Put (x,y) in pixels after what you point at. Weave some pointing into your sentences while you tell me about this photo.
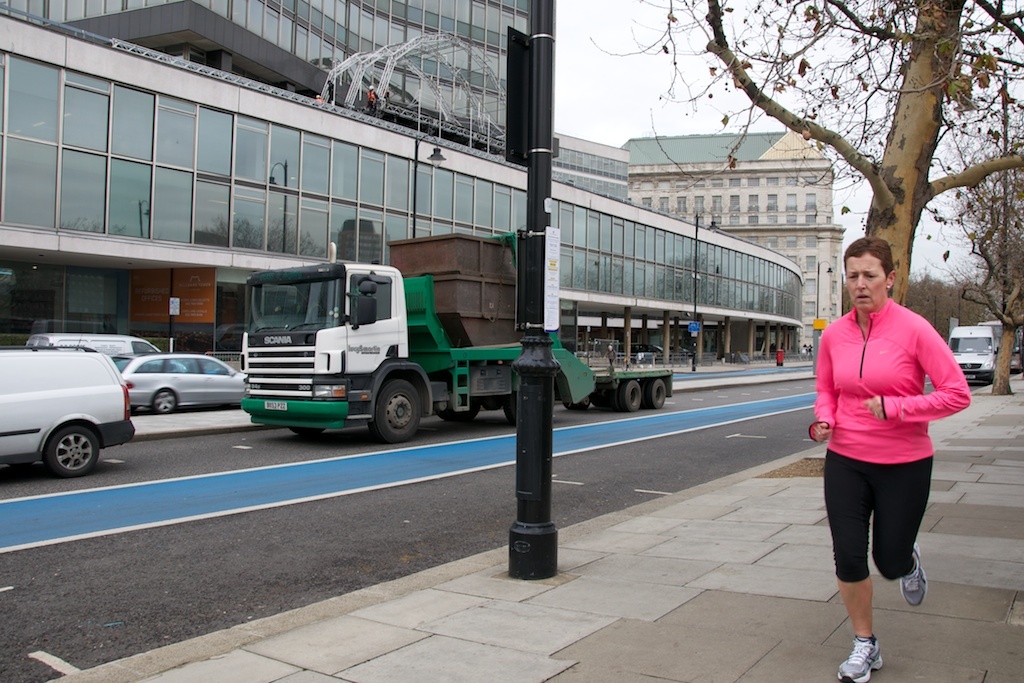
In this picture we can see a woman (869,644) running on a footpath (949,481), vehicles (349,354) on the road (571,466), trees (1003,265), buildings (680,163), poles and in the background (641,85) we can see the sky (646,90).
